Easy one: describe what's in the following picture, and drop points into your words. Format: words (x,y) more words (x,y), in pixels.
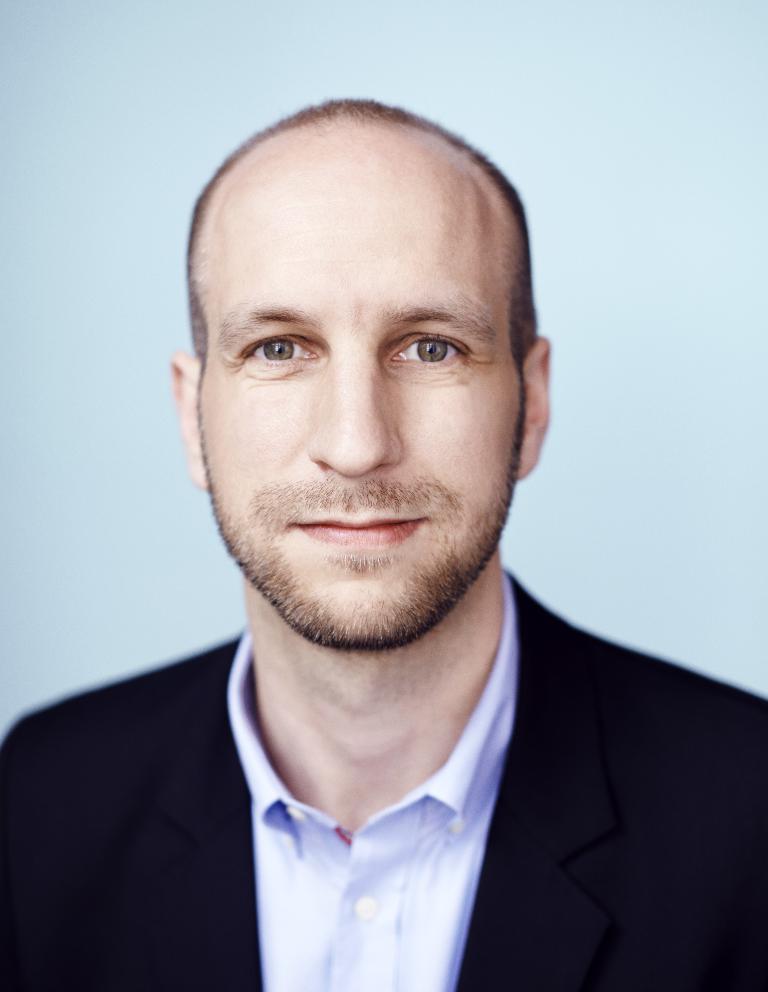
In this image there is a passport size photographs (351,703) of one person (419,691) is wearing light blue color shirt (326,891) and black color blazer (227,867).
